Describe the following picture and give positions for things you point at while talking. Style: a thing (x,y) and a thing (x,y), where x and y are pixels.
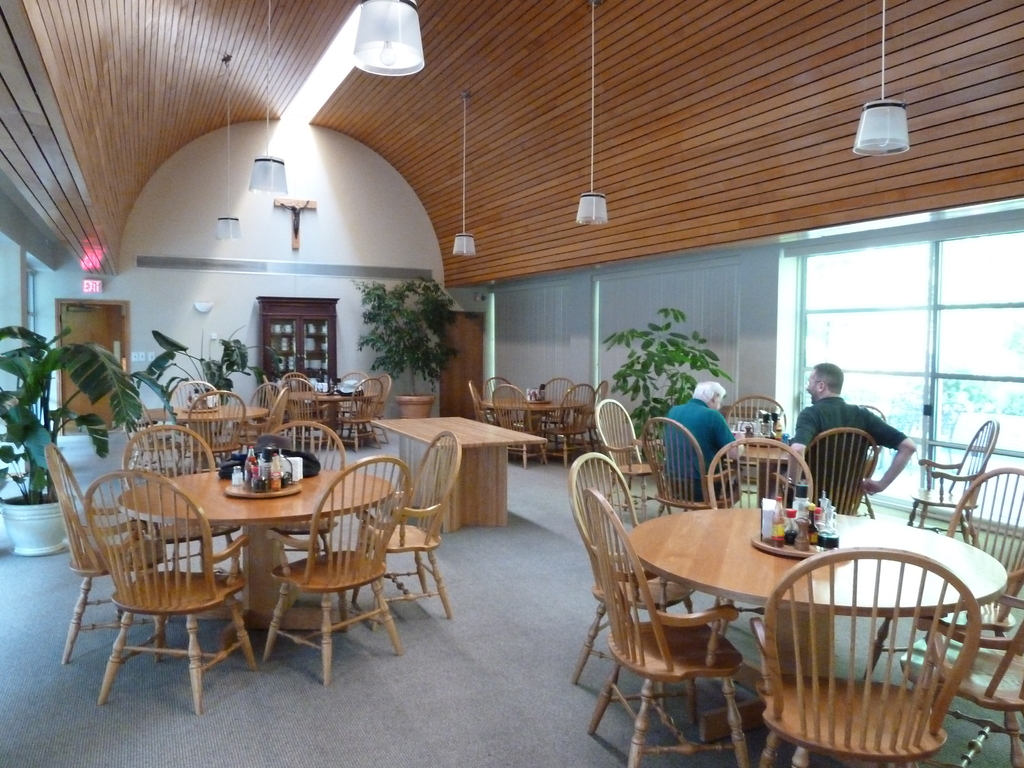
This picture shows few chairs (406,536) and tables (478,452) and we see plants (4,452) and couple of them seated on the chairs (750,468) and we see a cupboard (289,358) and a sign board (85,289) on the door (79,329) and we see a glass window (849,345).
